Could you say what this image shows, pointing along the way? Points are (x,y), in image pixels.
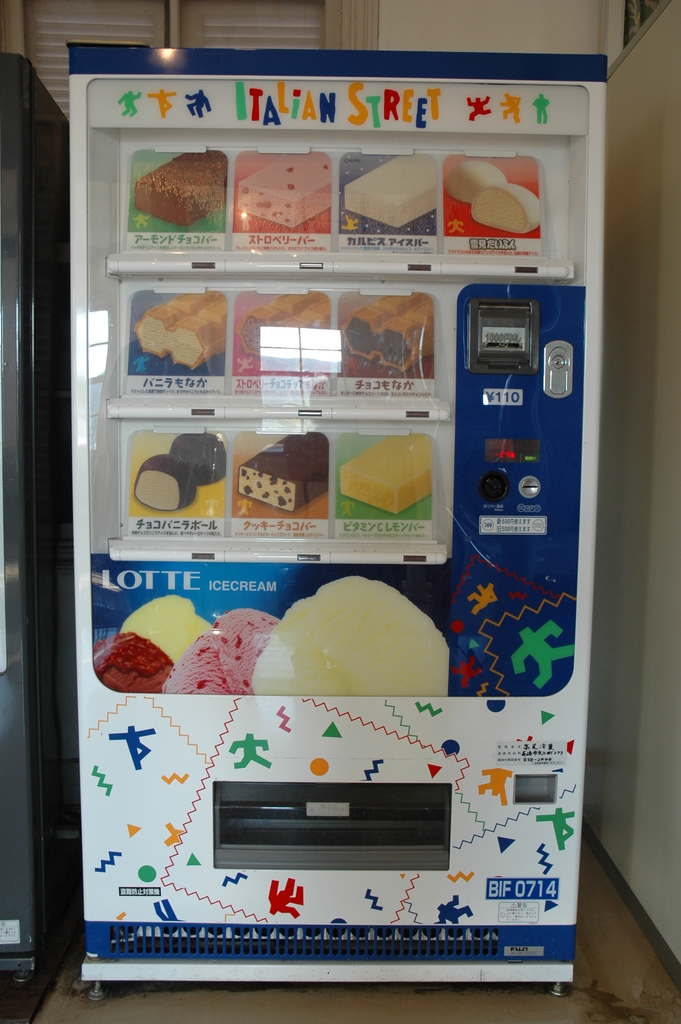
This is a vending machine (478,237) in this we have the food items (370,638), this are the ice cream (189,618) and this are the ice creams (286,464) and this are the ice creams (191,336) and this are the ice creams (378,208) and this are the ice cream (488,218) and this is vending machine lock (544,386) and this is a coin insert one (522,494) and here we get food items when enter the coin (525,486) and behind the vending machine (293,56) this is a window (103,18) and this is a wall (429,32) and the vending machine (483,524) color is in white color with the drawings (245,753) of man symbols (245,759) and this is looking like a refrigerator (16,586).
